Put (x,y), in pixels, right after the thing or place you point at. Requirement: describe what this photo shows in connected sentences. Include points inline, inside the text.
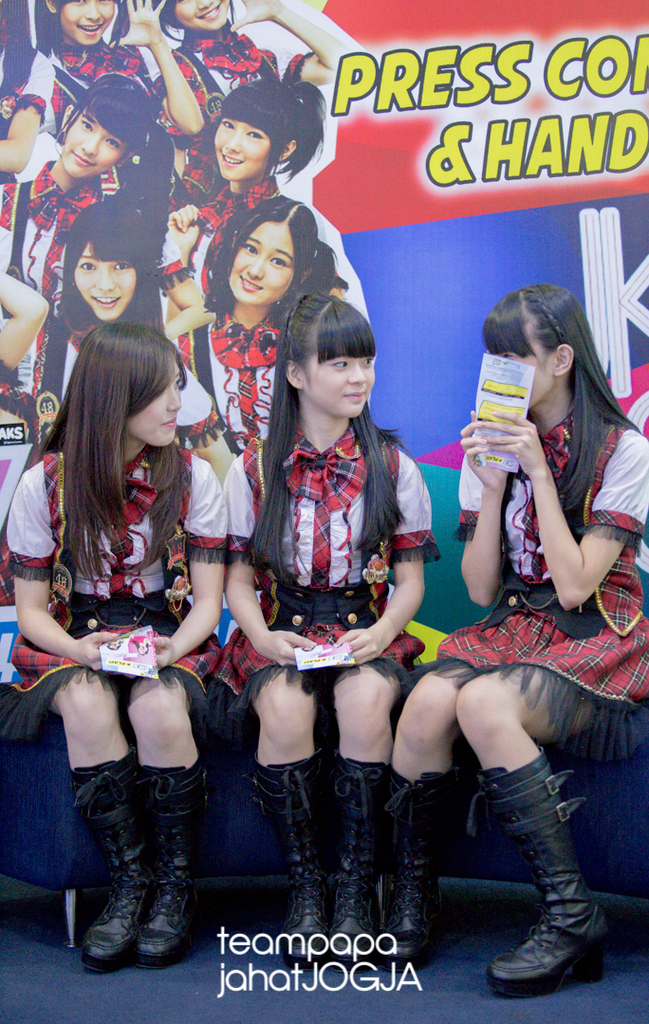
Here we can see three persons (389,677) are sitting on the sofa (603,805) and they are holding books (502,395). In the background (230,260) there is a banner (509,260).
